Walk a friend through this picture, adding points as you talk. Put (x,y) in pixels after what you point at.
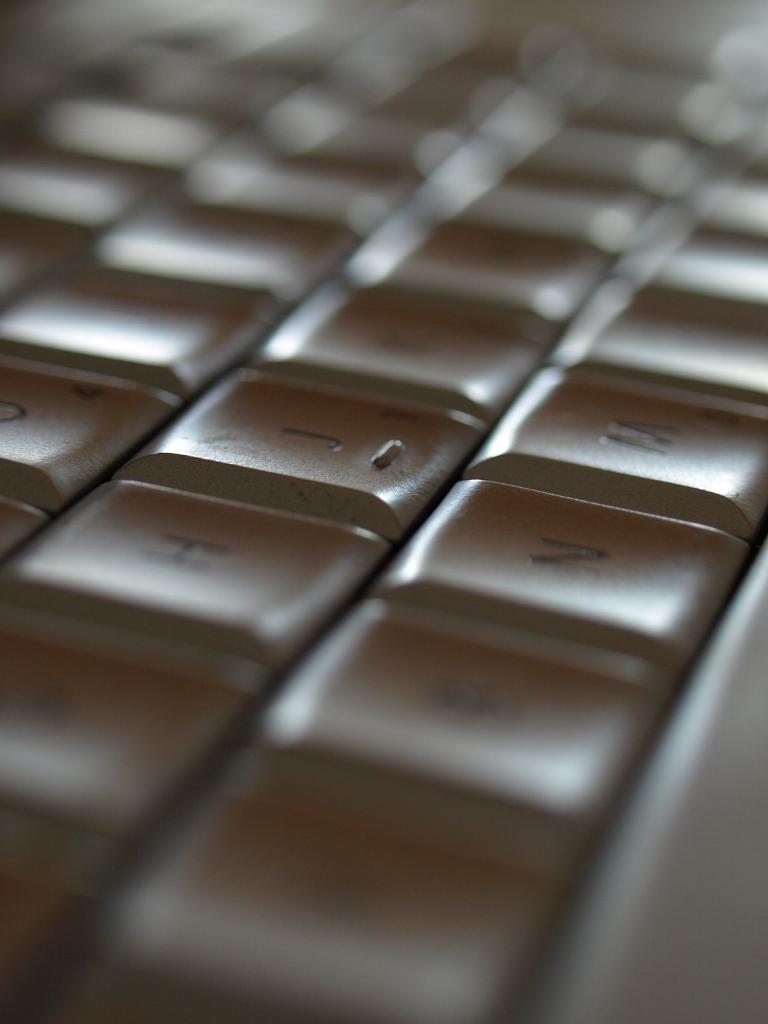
In this picture, there is a keyboard (373,642).
